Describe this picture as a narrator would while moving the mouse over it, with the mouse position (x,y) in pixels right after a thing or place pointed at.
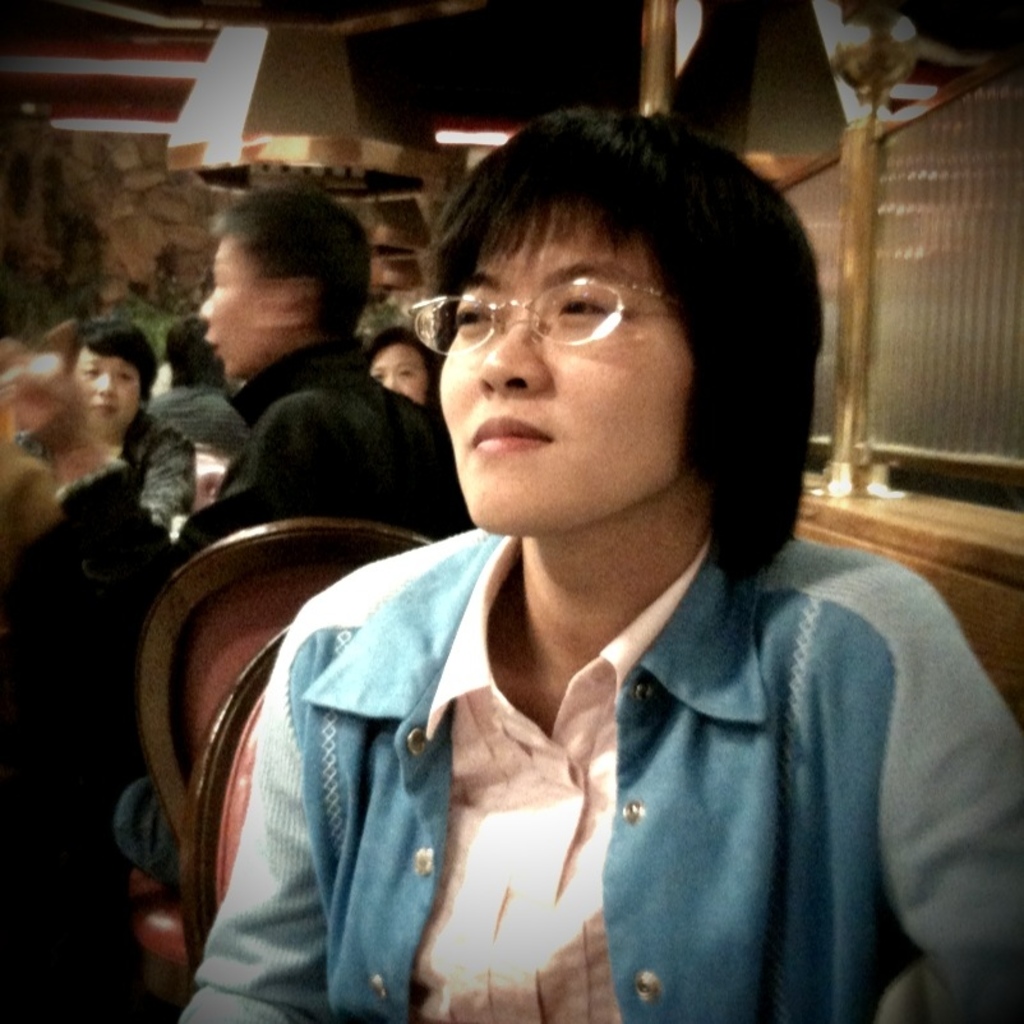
In the image there is a woman (530,682) in the foreground (433,788) and behind her there are some other people (284,264), on the right side (946,281) there are two glasses (834,272).
